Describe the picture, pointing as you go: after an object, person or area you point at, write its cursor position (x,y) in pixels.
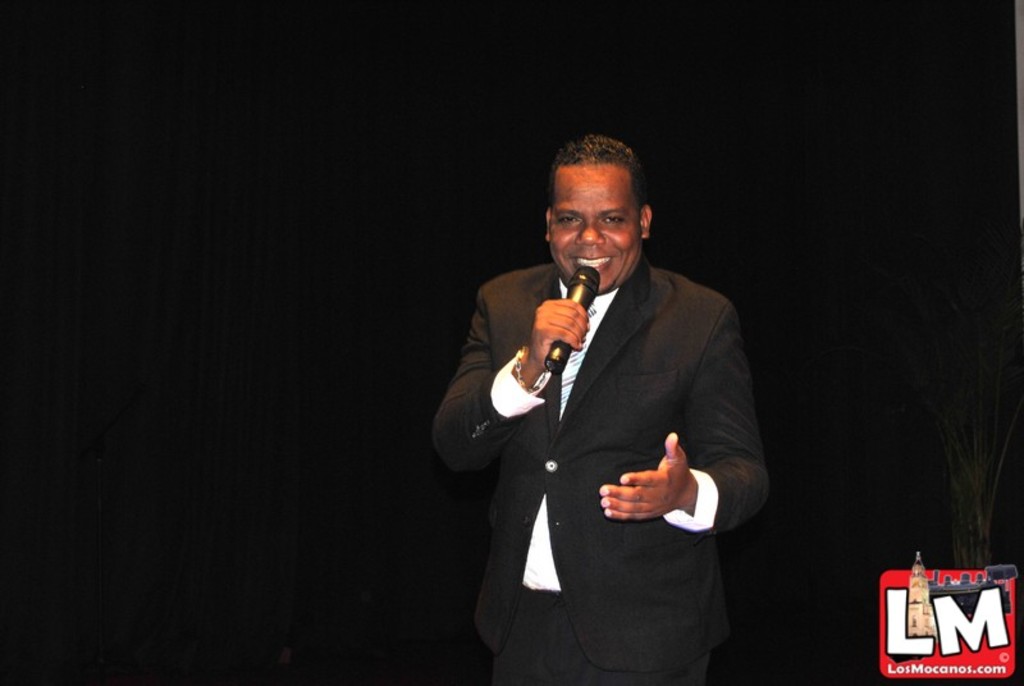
In this picture we can see a man (656,434) who is standing and talking on the mike (588,292). He wear a suit (658,357) of black color and he is smiling.
